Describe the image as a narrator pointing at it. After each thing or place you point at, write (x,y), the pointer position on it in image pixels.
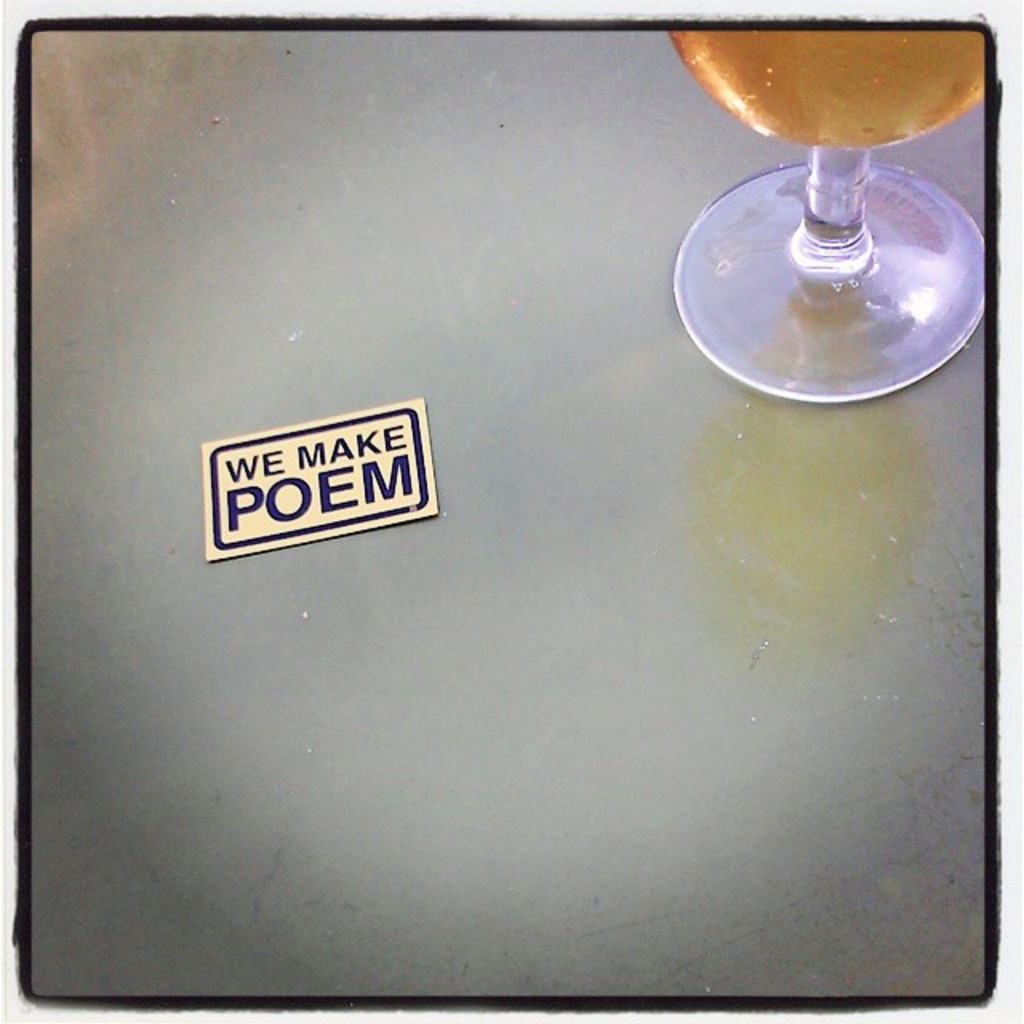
In this picture, we see a glass (789,178) containing liquid (852,80) is placed on the table (586,718). We even see a piece of chart (221,555) with some text (322,513) written on it is placed on that table (394,591).
